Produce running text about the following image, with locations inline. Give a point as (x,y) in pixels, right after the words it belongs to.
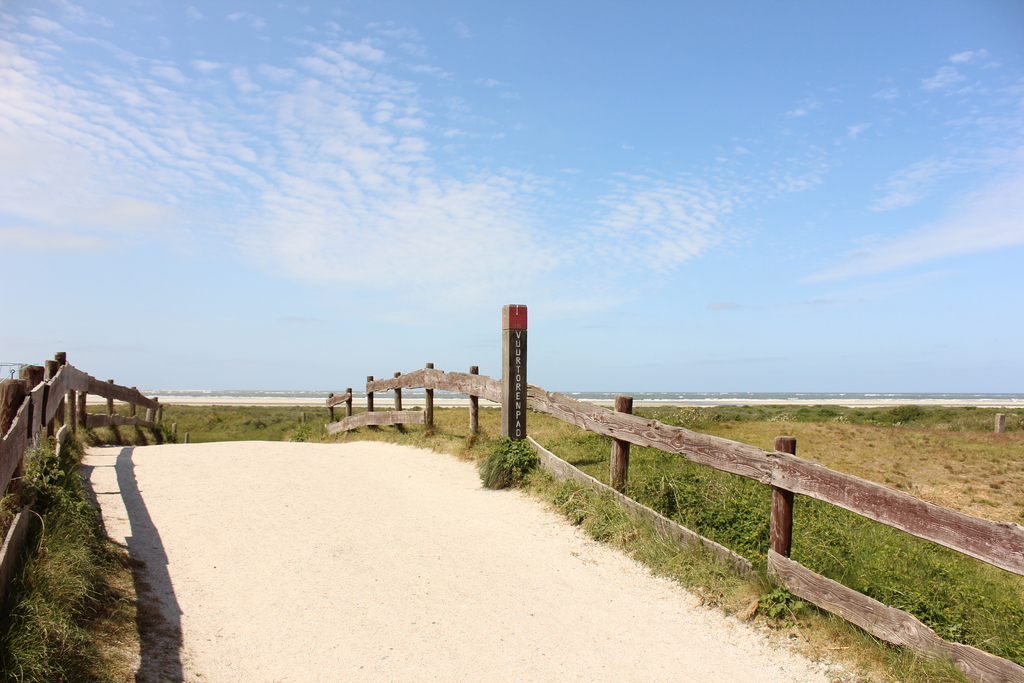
In this picture we can see a path (224,465), fence (15,465), grass (278,409) and in the background (194,261) we can see the sky (439,236) with clouds (193,245).
